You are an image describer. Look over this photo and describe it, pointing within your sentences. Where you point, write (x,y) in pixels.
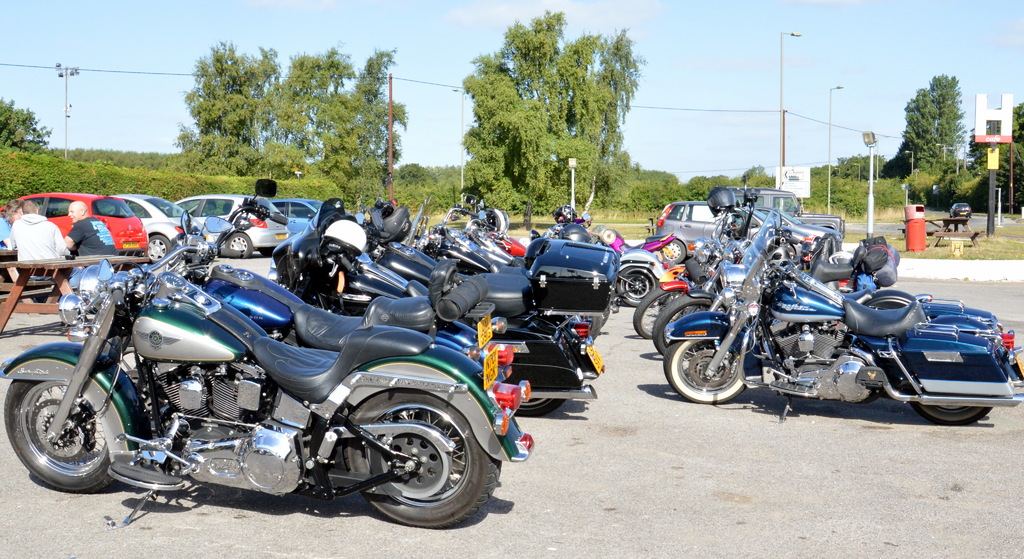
In this image I can see few vehicles (523,380) on the road (678,431) and I can see few persons (82,222) sitting, background (541,81) I can see trees (241,79) in green color, few light poles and the sky (123,44) is in blue color.
